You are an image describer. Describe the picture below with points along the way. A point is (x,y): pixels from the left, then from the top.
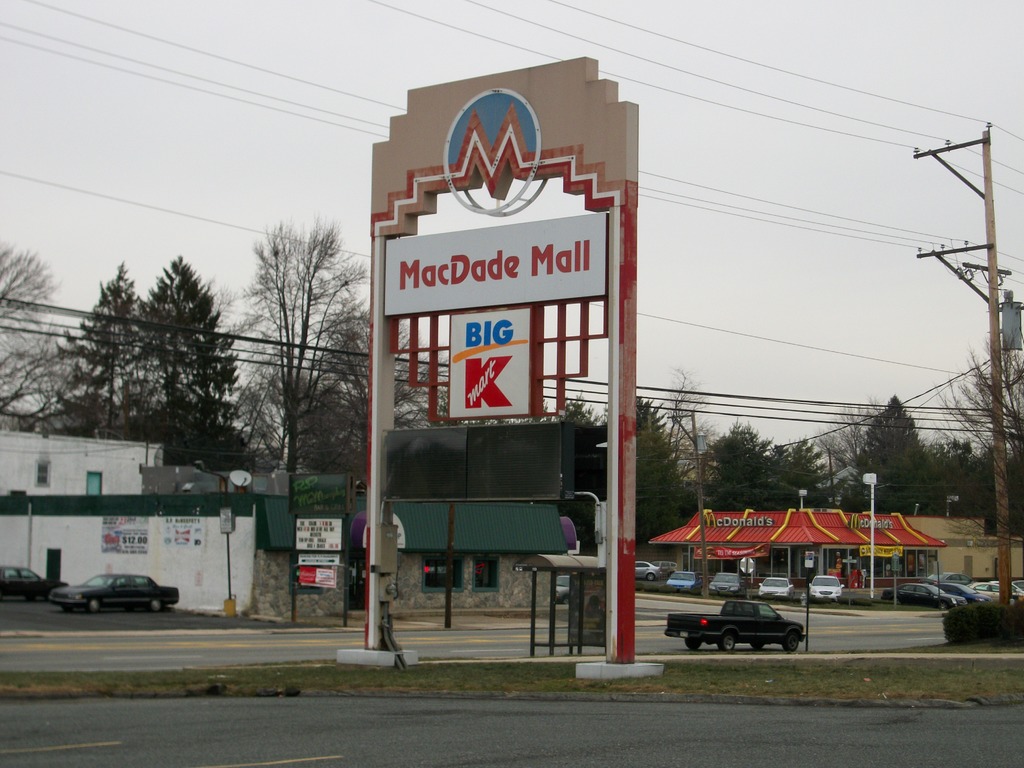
In the foreground of this image (493,718), there is the road (597,762). In the middle (453,447), there is a monument sign (500,479). In the background (681,626), there are cars (13,584), a vehicle (710,624) moving on the road (767,651), few buildings (831,538), cars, poles (1002,494), cables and the sky (732,279).
